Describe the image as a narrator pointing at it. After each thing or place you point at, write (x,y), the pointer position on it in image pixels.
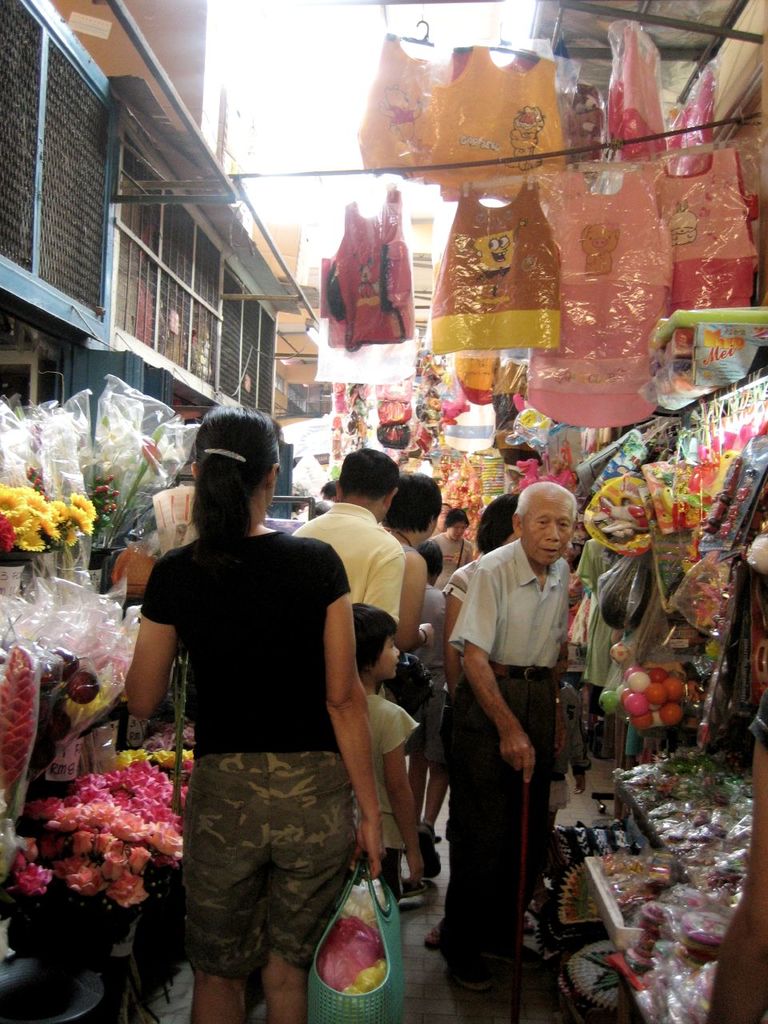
It seems to be a stall (612,749). Here I can see many people (441,668) are walking on the floor (415,926). One woman (313,797) is carrying a basket (392,933) in the hand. On the right (658,676) and left side of the image (21,675) I can see the flower bouquets (64,629), toys (652,494), balls (652,684), jackets (637,347) and many other objects (637,826) arranged on the tables (670,826). In the background (234,352) there are many buildings (286,336). At the top of the image (324,70) I can see the sky (333,53).
